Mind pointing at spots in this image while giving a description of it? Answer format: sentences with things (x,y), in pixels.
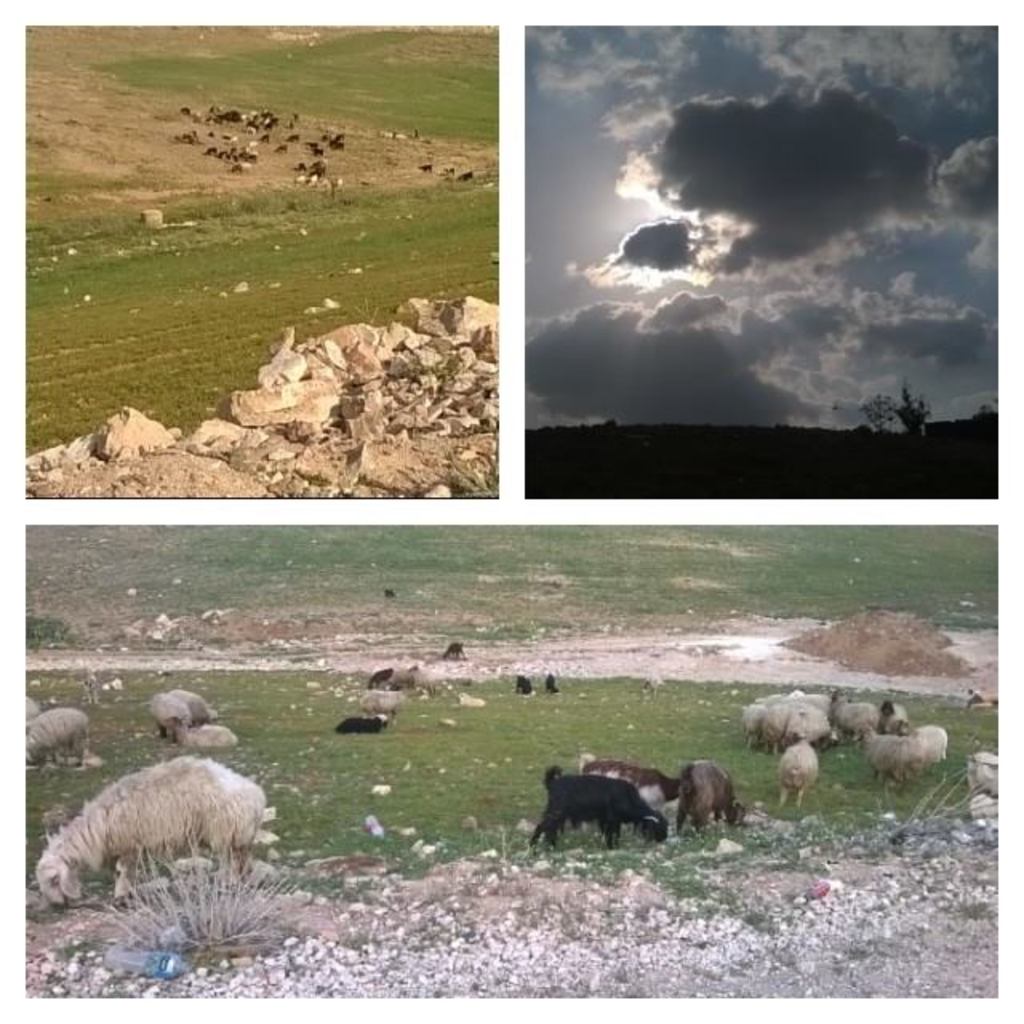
This is a collage picture. There are animals (804,767) on the ground (374,285). Here we can see grass (430,742), bottle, stones (120,454), and sky (730,375) with clouds (845,386).
